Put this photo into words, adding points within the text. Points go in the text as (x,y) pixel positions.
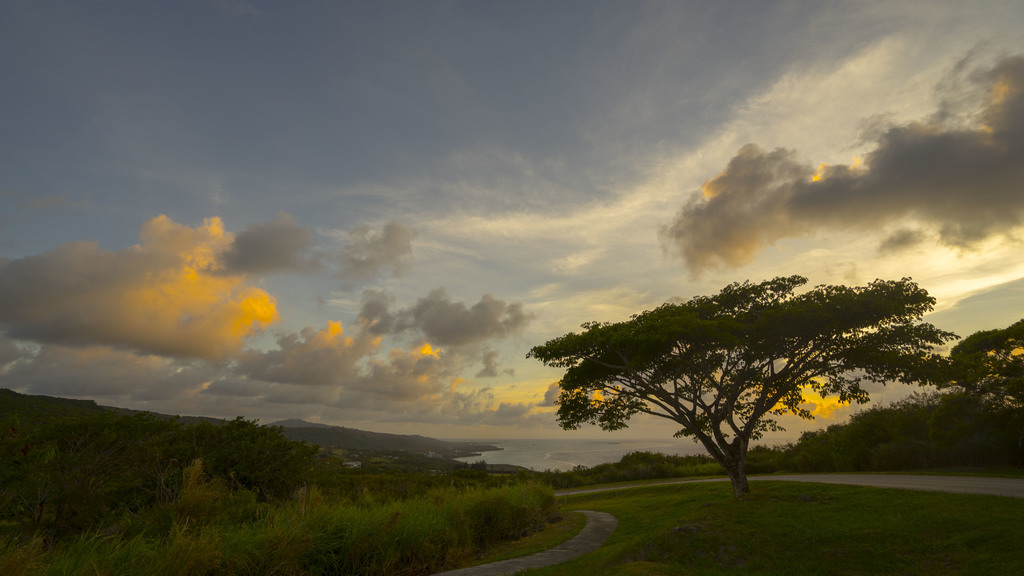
These are the trees (777,330), in the right side (946,486) there is a road (815,481), at the top (773,50) it's a beautiful sky (435,206).
